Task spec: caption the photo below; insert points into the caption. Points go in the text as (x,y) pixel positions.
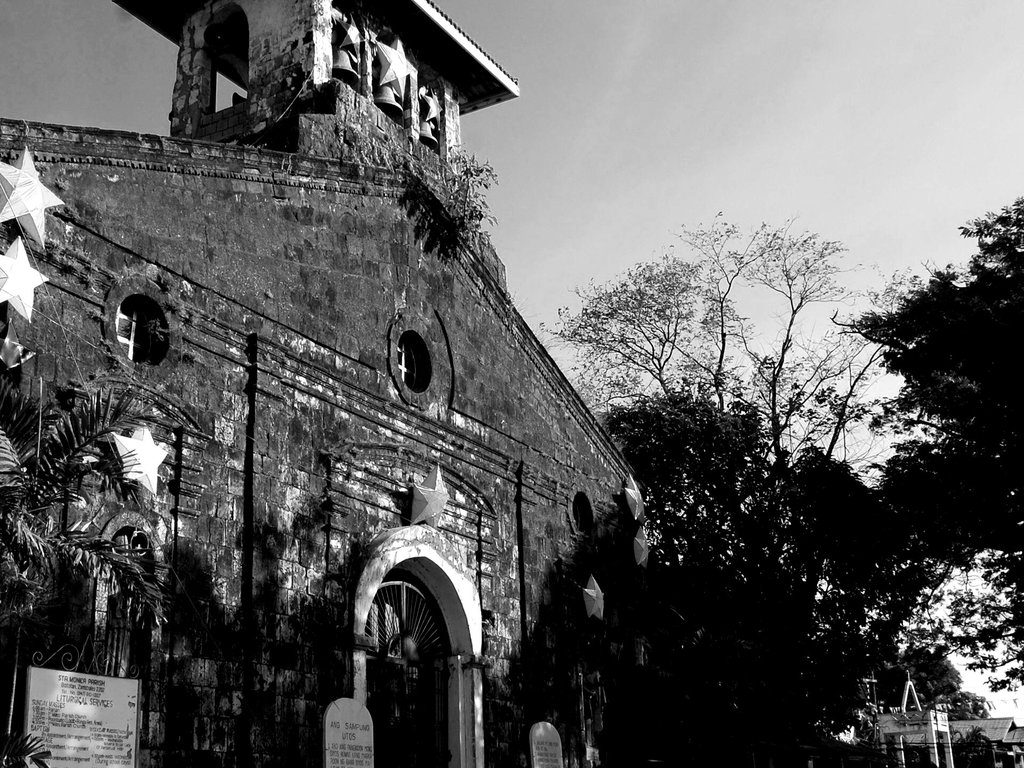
In this black and white picture there is a building (335,490). Before it there are few boards (66,707), plants (11,600) and trees (696,633). Right side (1004,744) there are few buildings (925,716), behind there are few trees (932,691). Top of image (757,111) there is sky (879,104). Few stars (157,464) are attached to the wall (471,464). There are three bells (383,108) hanged to the roof (394,11) of the wall (261,38).
